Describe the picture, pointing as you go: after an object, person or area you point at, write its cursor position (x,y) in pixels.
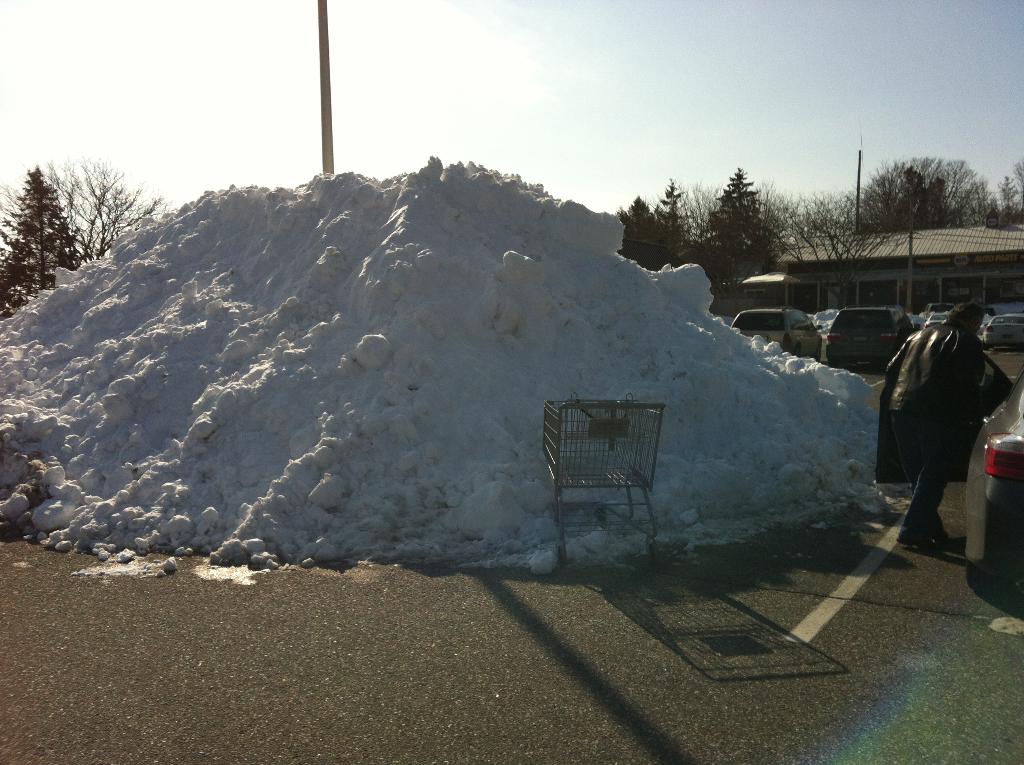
In this image we can see a heap of ice (406,434), a trolley (593,415), a person (921,491) standing and some cars (990,473) on the road (546,683). On the backside (867,249) we can see a house (852,278) with a roof (891,252), a group of trees (691,247), a pole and the sky (392,120) which looks clear.
